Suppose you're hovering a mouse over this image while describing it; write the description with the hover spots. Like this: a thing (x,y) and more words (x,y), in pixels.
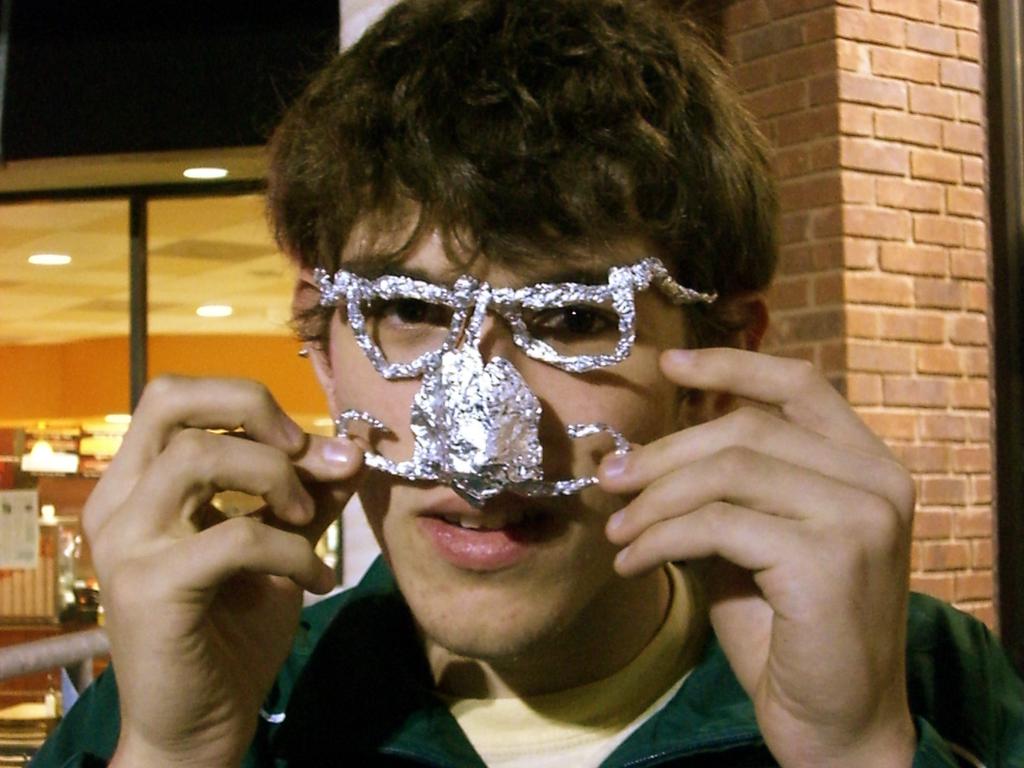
This is a close up image of a man (676,631) wearing clothes (319,646). This is a creative mask (477,370). Behind him there is a brick wall (843,248), glass window (269,315) and lights (202,316).
